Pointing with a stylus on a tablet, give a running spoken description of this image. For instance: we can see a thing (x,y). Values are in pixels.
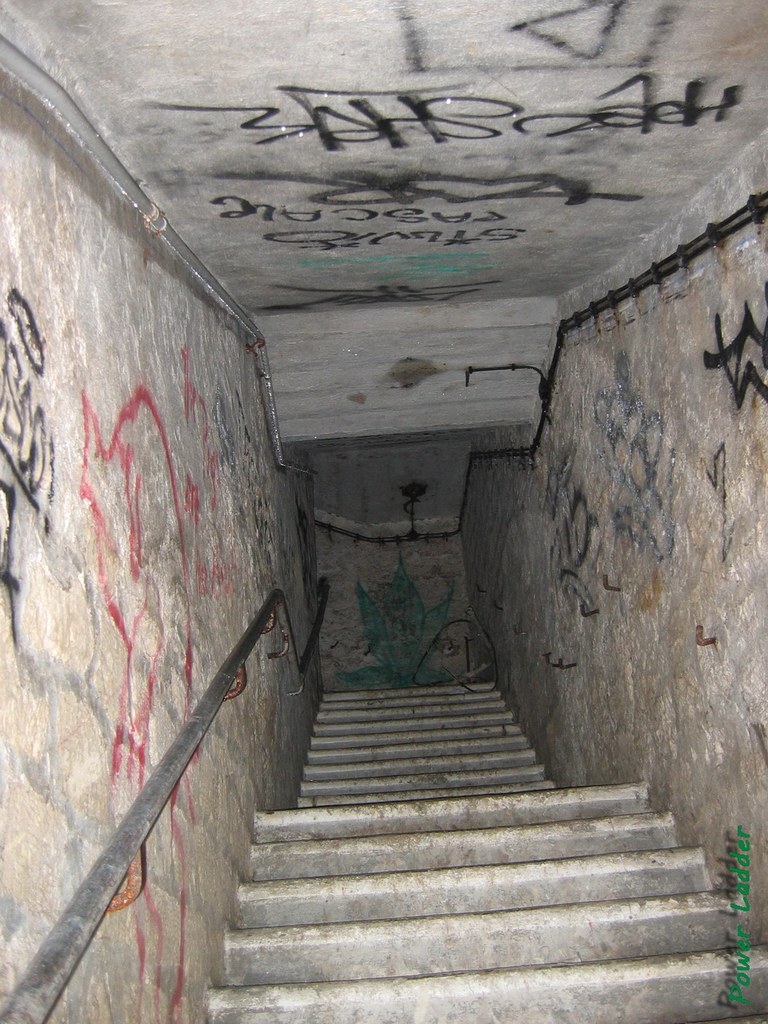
In this image there are steps (402,824) in the middle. There is wall (297,539) on either side of the steps (376,814). On the wall (311,507) there are painting (671,539) and drawings (671,539). On the left side (166,774) there is an iron pipe (174,747) fixed to the wall (150,737) On the left side (87,129) top there is another iron pipe (73,125) to the wall (12,198).
